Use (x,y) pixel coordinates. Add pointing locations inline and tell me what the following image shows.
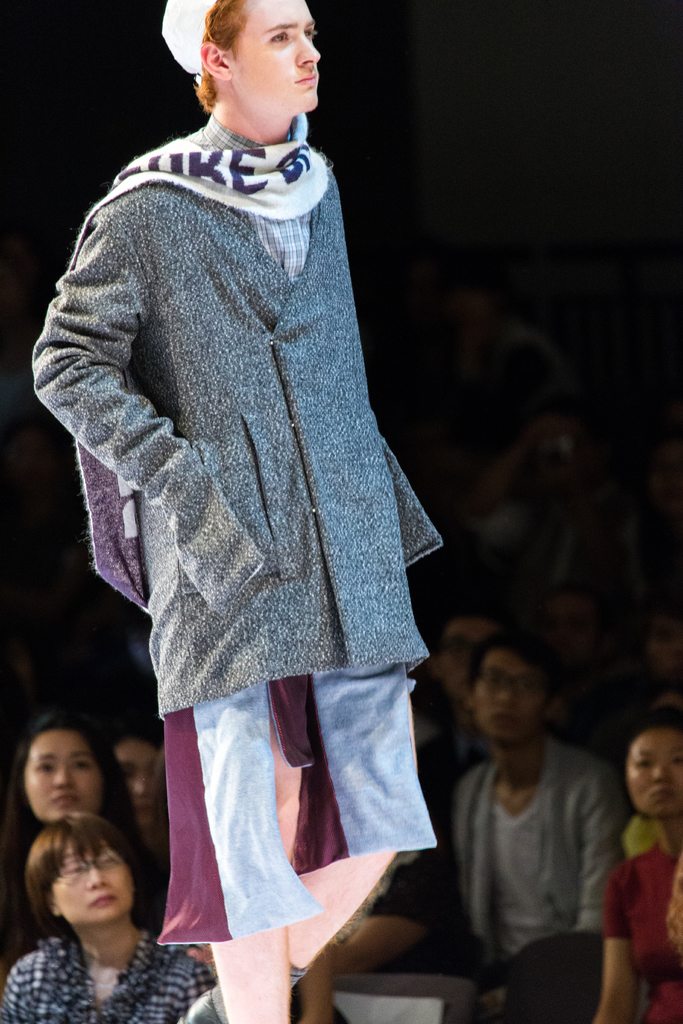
In the image in the center (337,481) we can see one person (184,612) is standing and he is in different costume (211,480). In the background (451,799) we can see a few people (480,797) were sitting.
